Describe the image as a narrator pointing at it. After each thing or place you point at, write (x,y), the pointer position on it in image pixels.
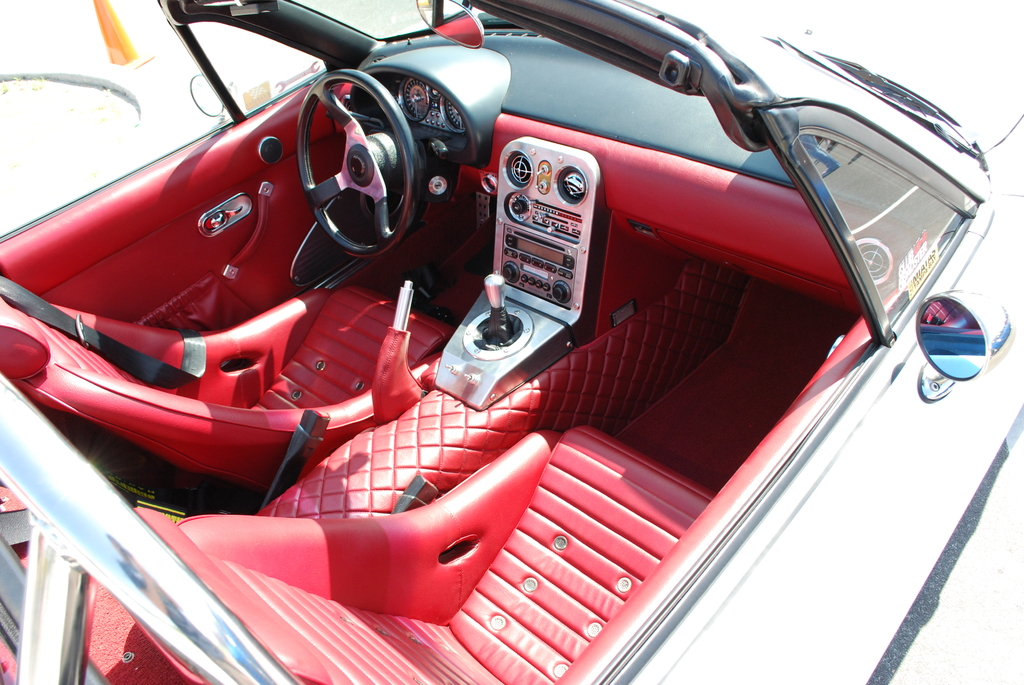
In this image there is an inner view of the car (666,343).
